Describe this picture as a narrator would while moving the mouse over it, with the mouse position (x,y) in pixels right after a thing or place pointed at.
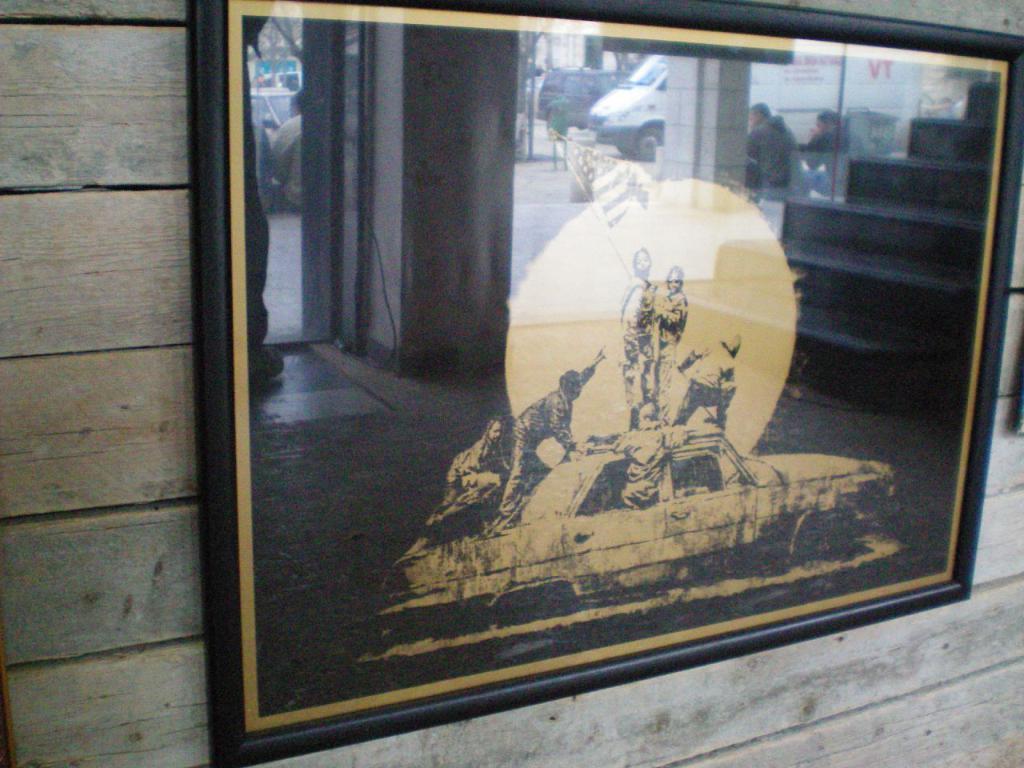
In this image we can see some painting (557,297) attached to the wall (1,299) and the painting (532,513) is of a car (551,579) on which there are some persons (636,452) standing, holding flag (584,171) in their hands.
